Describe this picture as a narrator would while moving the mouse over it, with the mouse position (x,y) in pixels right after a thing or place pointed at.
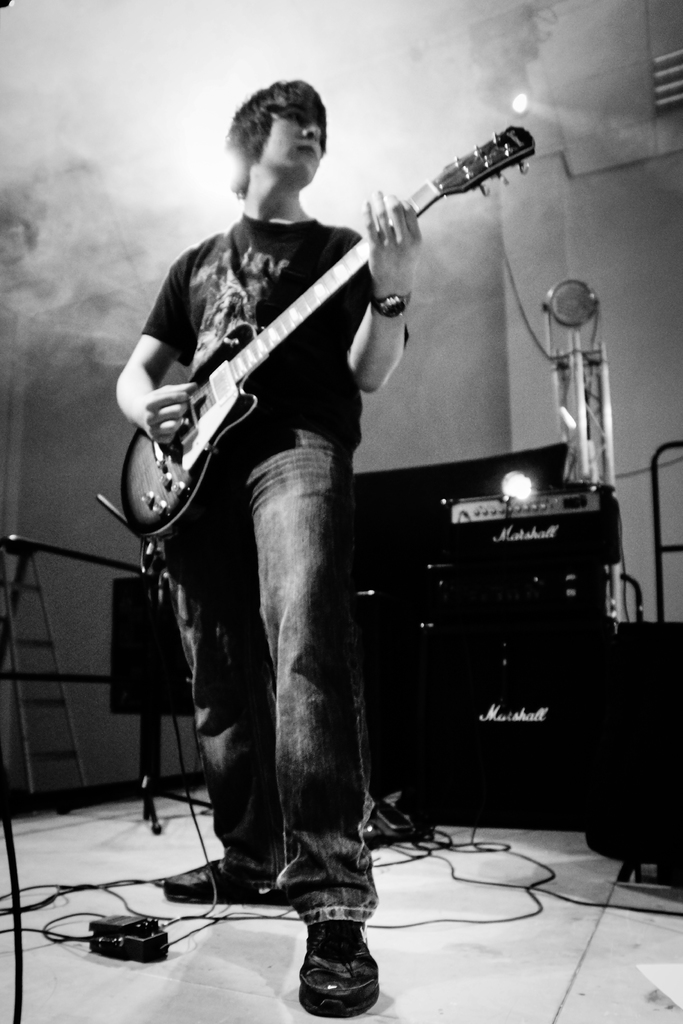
In this picture a man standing and playing a guitar (474,185) and at the back ground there is dj system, a mic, cables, ladder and focus lights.
